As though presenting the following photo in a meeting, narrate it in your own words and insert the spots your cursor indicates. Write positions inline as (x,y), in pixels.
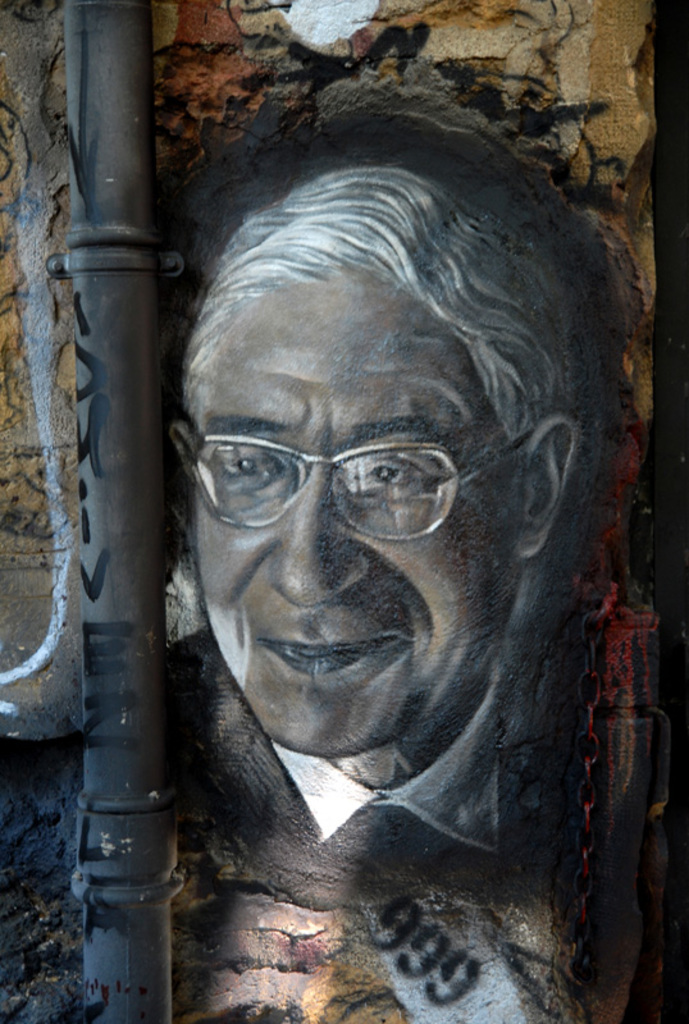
In this picture we can see a pipe (113,41) and a painting (176,291) of a man (516,298) wore a spectacle (201,466) and smiling on the wall (196,648).
